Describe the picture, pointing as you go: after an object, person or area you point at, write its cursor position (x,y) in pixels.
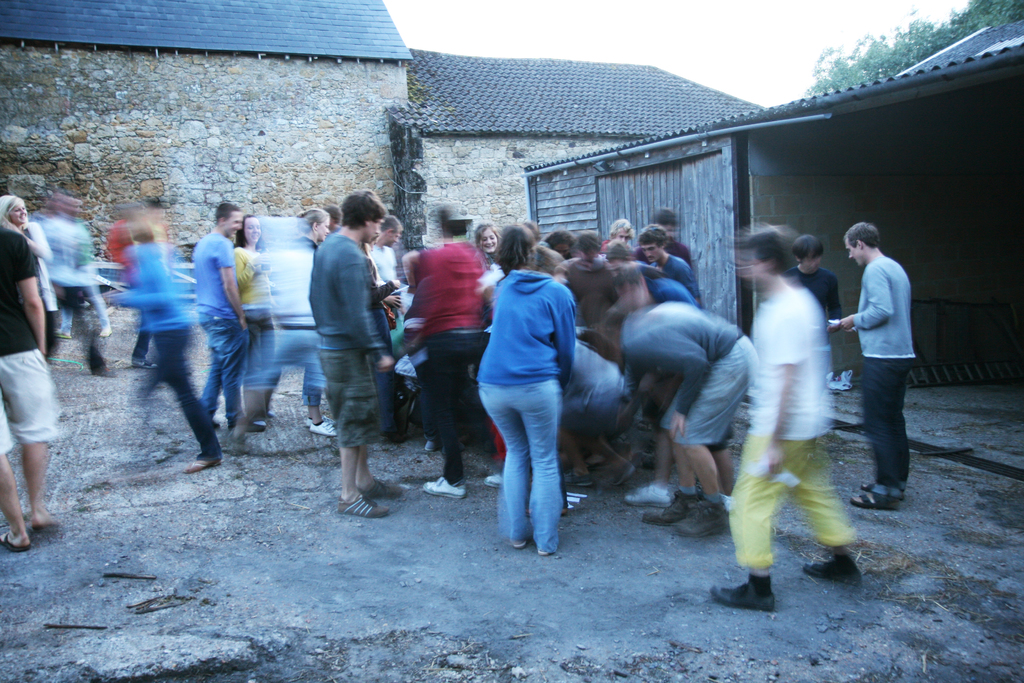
In this image I can see a crowd (626,351) on the road (421,574). In the background (814,216) I can see a shed (631,175), houses (467,139) and trees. On the top (591,36) I can see the sky (488,39). This image is taken during a day.
